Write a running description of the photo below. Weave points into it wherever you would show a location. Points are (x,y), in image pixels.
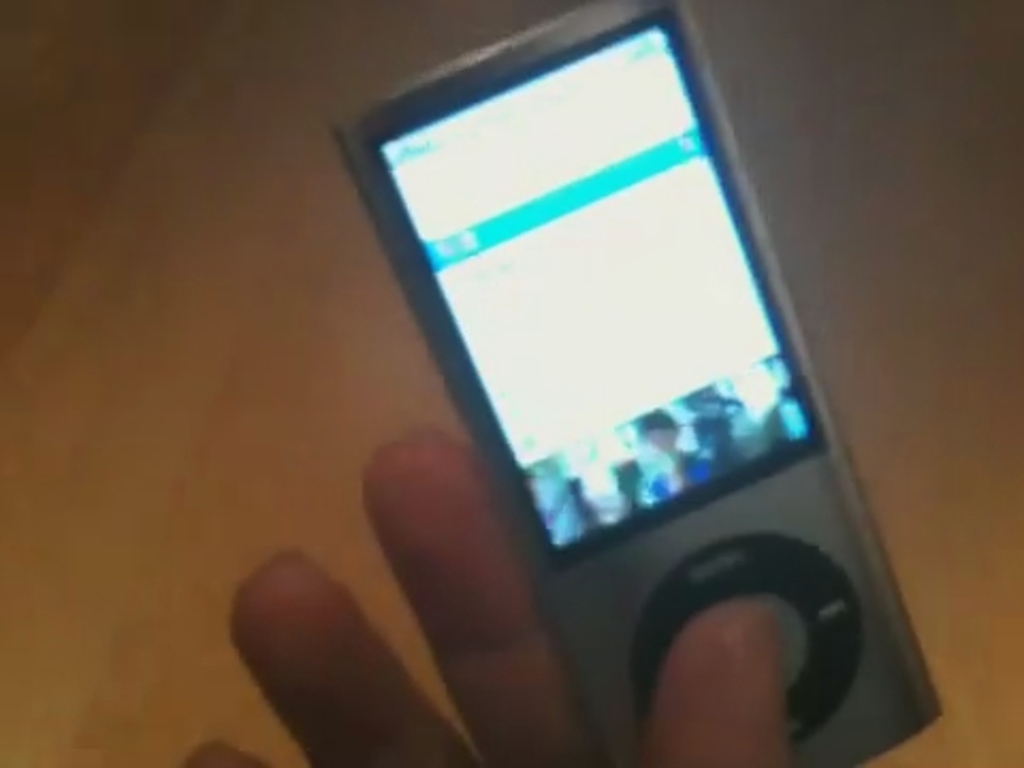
In this picture we can see a person hand (313,668) and a device (636,532).
